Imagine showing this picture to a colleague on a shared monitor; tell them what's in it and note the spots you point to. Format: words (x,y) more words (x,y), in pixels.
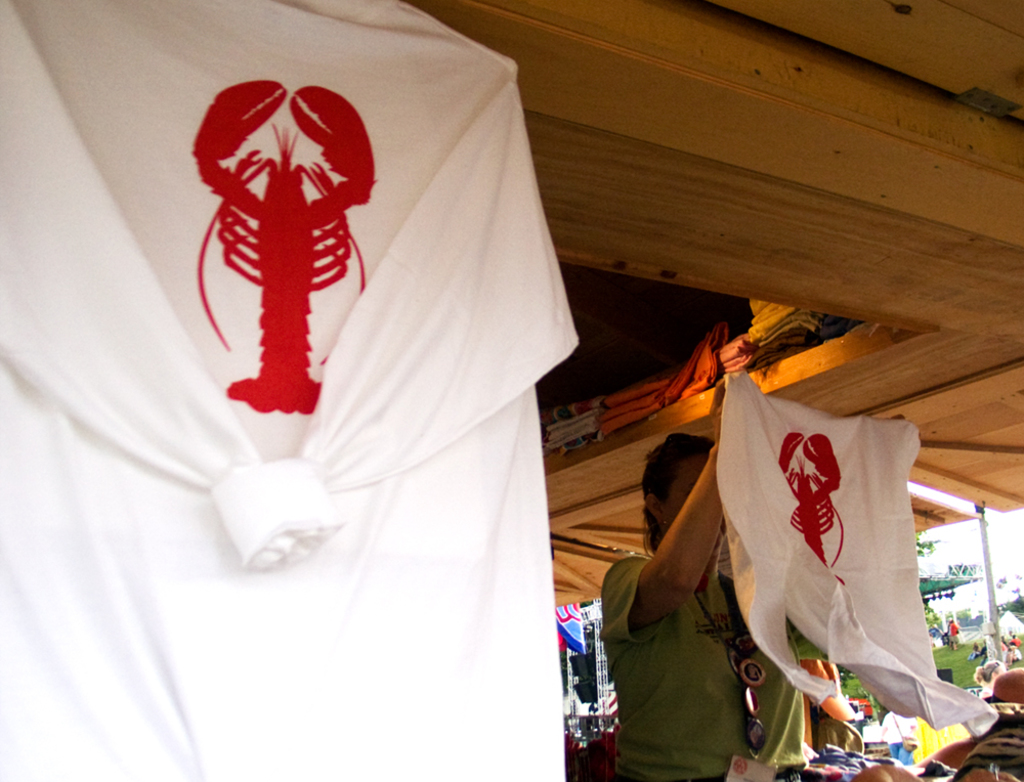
On the right side of the image (685,744) we can see a person (691,680) holding a t-shirt (801,536). On the left side of the image (204,30) there is a t-shirt (411,585). In the background (954,640) we can see light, persons (848,722), grass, tent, trees (928,609), pole (984,542) and sky (959,550).
